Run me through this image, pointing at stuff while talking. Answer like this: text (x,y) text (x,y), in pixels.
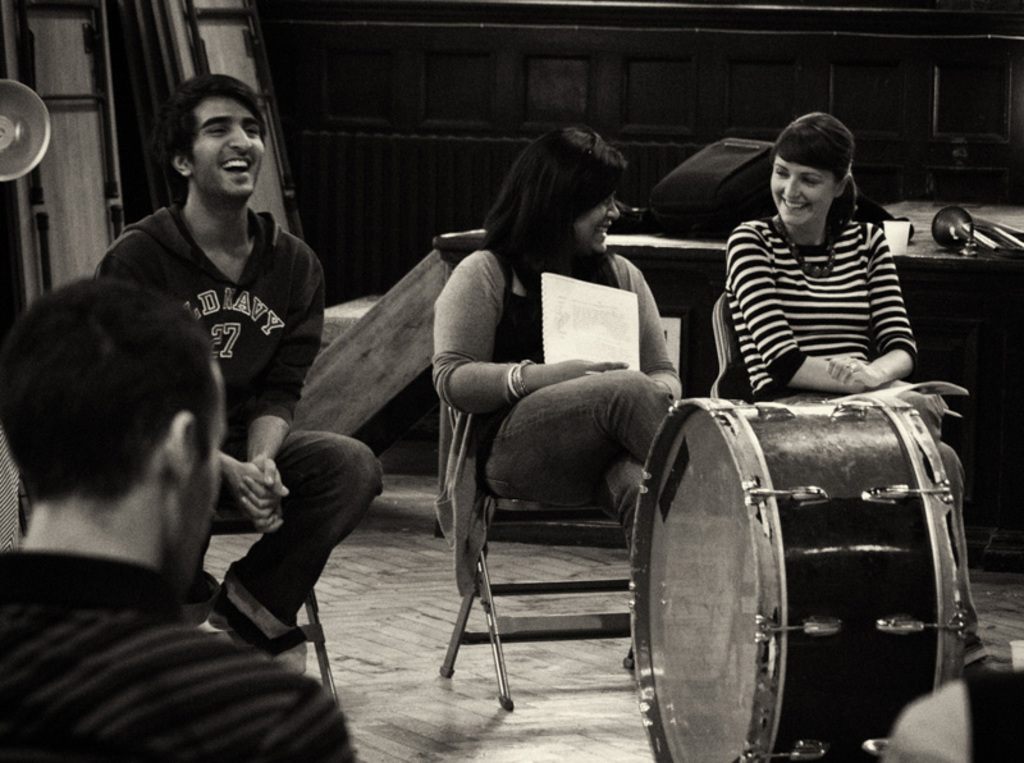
There are three people (241,223) sitting in chairs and smiling and there is a drum (759,599) in front of them and there is another person (147,604) sitting in the left corner (128,618).
